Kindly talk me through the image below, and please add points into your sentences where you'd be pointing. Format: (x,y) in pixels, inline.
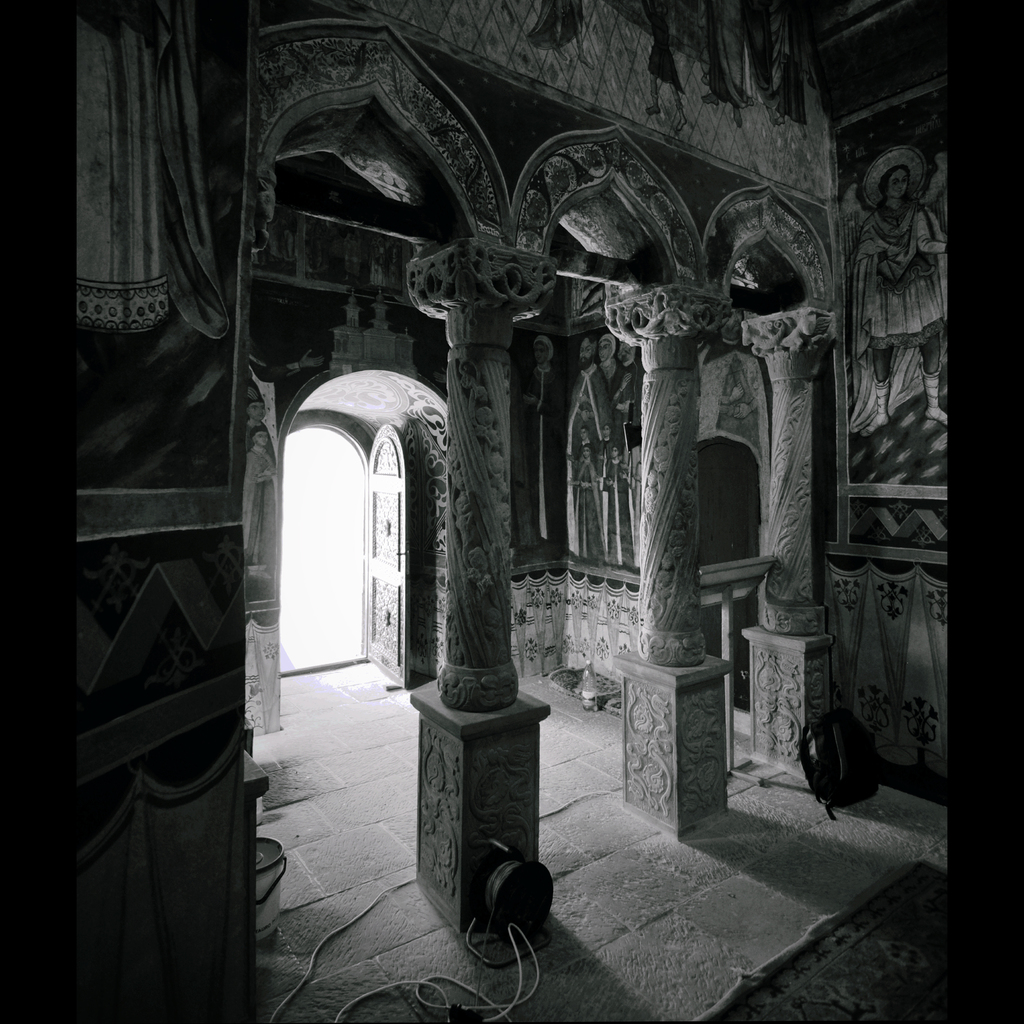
This is a black and white image. In this image we can see pillars (661,631), door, paintings (606,171) and wall (891,60).
